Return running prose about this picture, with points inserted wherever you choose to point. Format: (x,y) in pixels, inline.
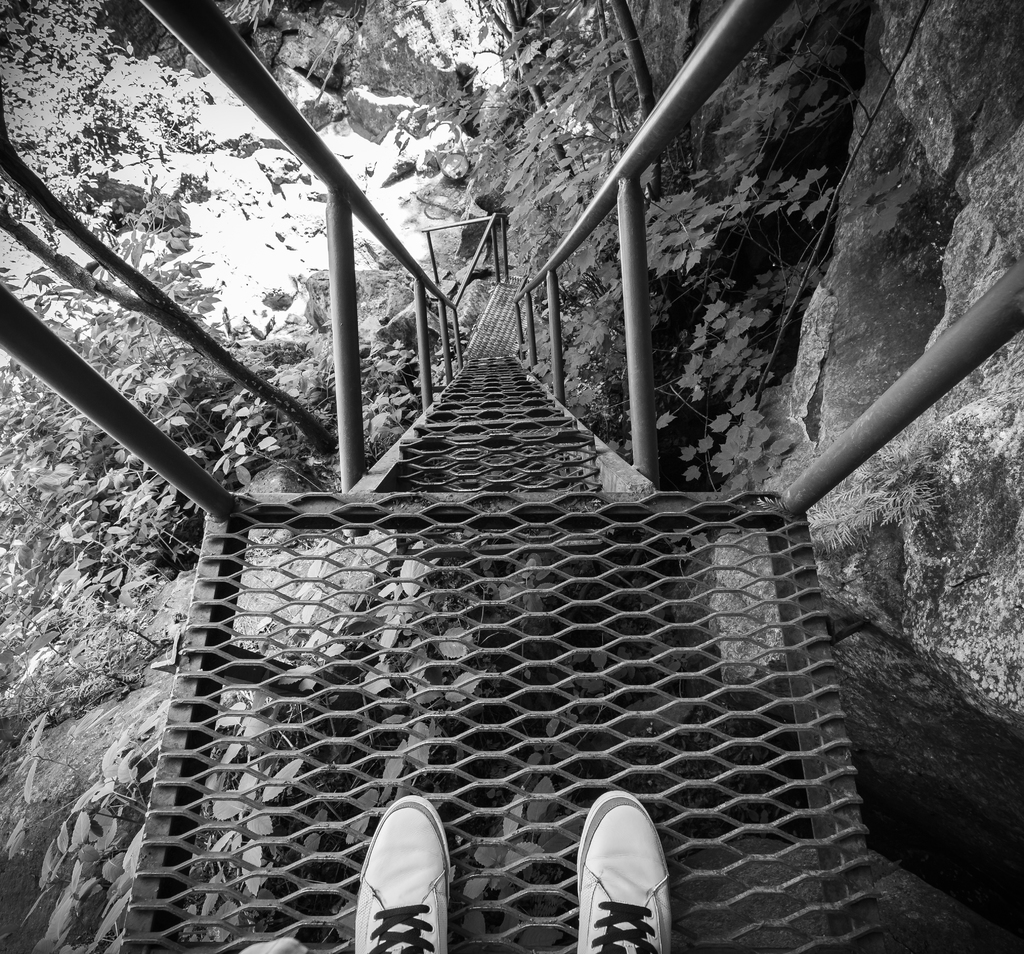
In this image I can see white shoes (406,882) on the mesh stairs (433,533). It has railings (939,354). There are plants (771,329) and rocks (869,371). This is a black and white image.
